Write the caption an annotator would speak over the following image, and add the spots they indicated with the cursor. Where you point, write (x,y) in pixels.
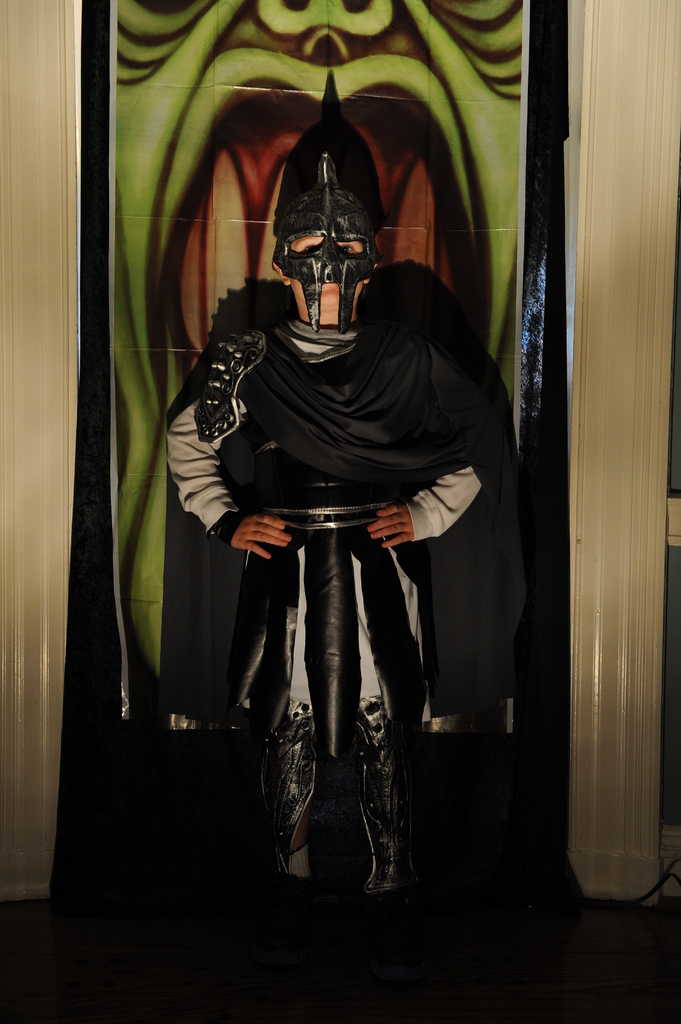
In this image we can see a person (346,483) wearing a mask (332,263) and costume (290,482). In the background (251,191) we can see there is a poster (204,138) and pillars (658,229).
